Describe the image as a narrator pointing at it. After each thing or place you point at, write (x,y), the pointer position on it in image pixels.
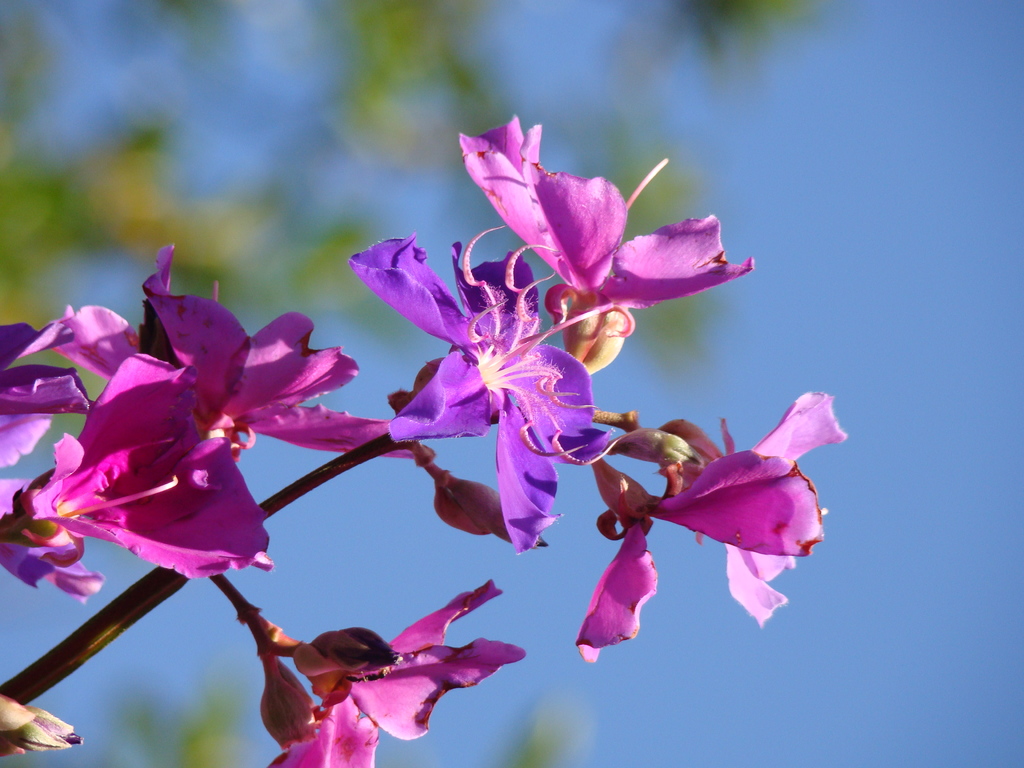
In this picture i can see the flowers (528,392) on the branch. At the top (97,145) it might be tree (719,42). On the right (993,321) there is a sky (873,298).
